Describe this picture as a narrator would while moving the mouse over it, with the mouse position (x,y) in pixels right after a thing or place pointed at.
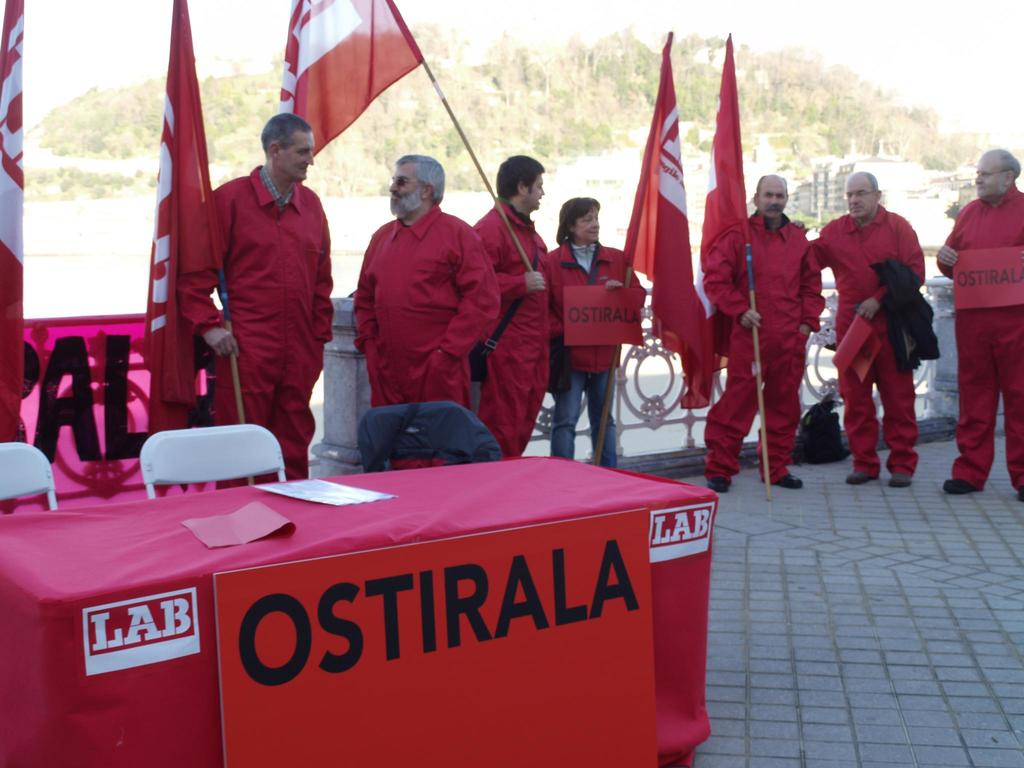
In this image there are few persons (595,397) wearing red color dress (543,306) and holding flags (665,245) in their hands (229,333), in the left side (147,510) there is a table (665,594) and chairs (265,479), in the background (498,120) there are trees (848,110).
